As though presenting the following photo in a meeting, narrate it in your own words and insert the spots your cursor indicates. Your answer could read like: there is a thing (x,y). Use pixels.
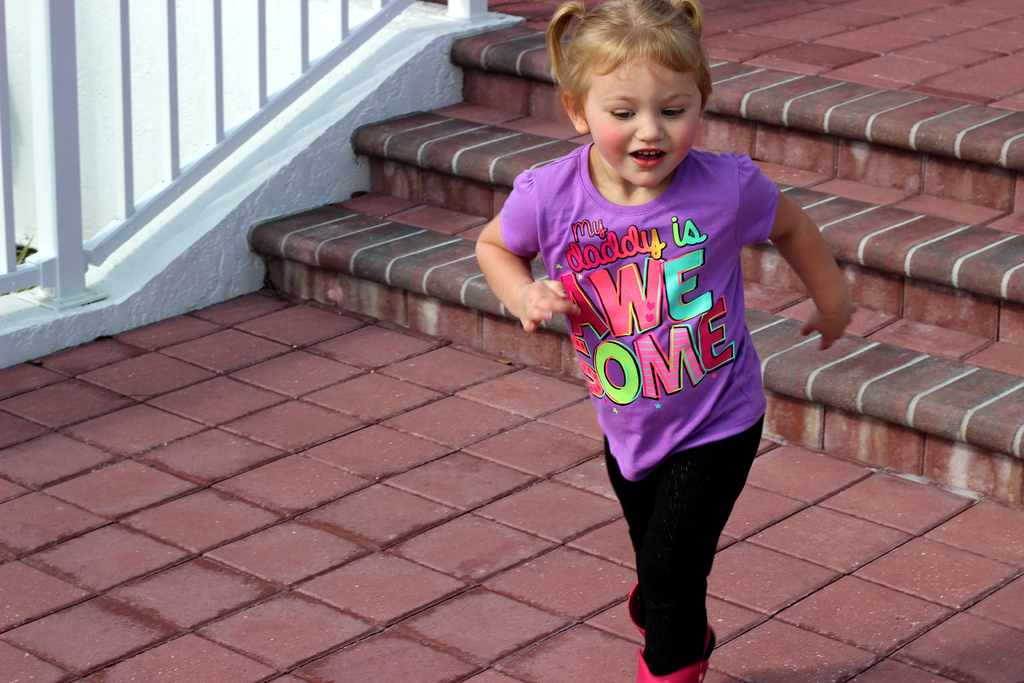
In this image we can see one girl (647,428) with purple T-shirt (638,394) running and laughing. There is one white color fence (70,197) near to the staircase (850,96) and some bricks (115,431) on the surface (104,415).
